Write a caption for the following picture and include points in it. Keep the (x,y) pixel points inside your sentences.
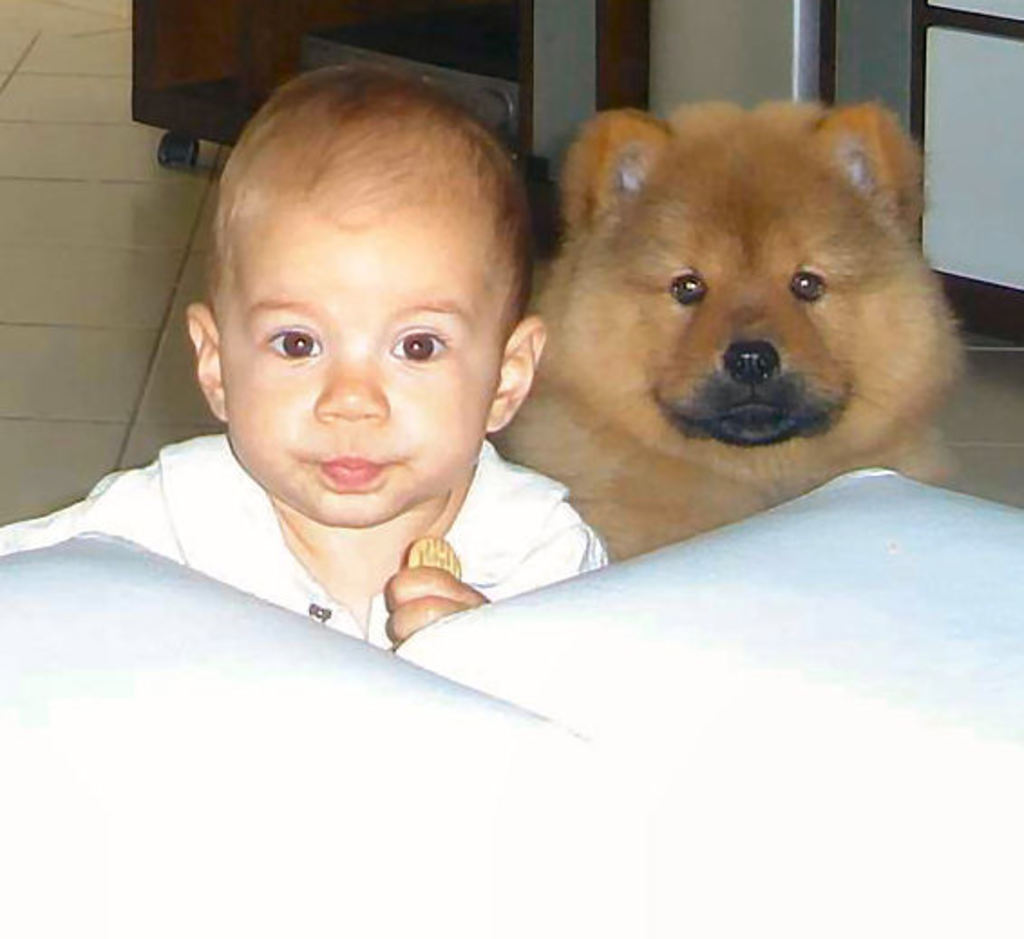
In this picture we can see a white object (511,651), boy (244,333), dog (815,473) and in the background (218,3) we can see some objects (232,1) on the floor (137,239).
